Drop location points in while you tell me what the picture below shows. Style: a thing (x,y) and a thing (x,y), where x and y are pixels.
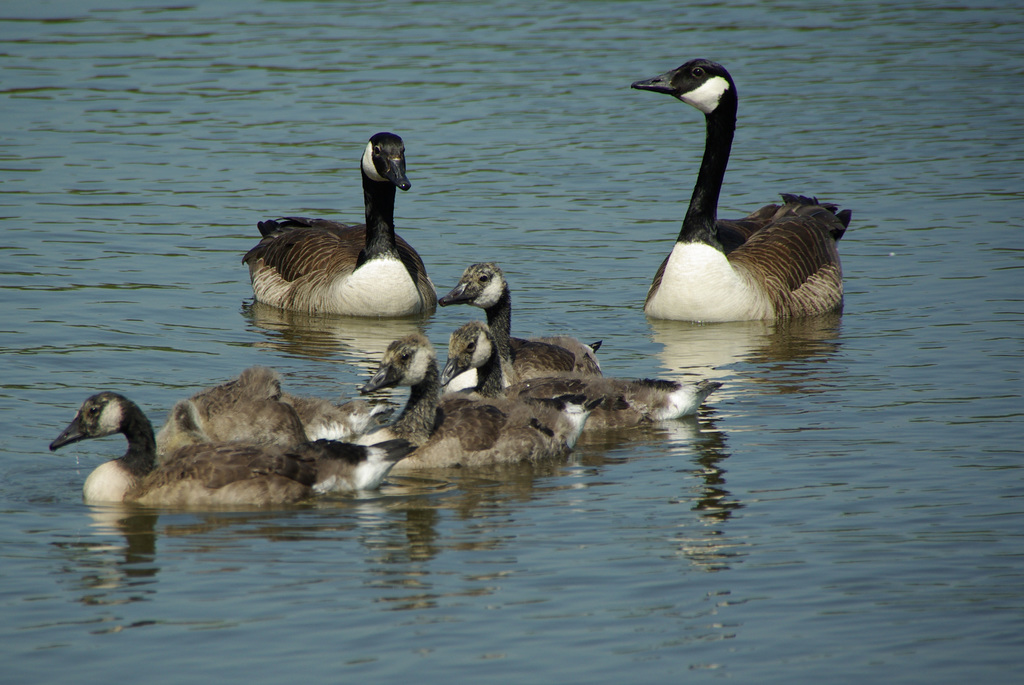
In this image, we can see some goose (483,340) on the water (705,413). We can also see the reflection (699,465) of goose (692,253) in the water (128,658).
